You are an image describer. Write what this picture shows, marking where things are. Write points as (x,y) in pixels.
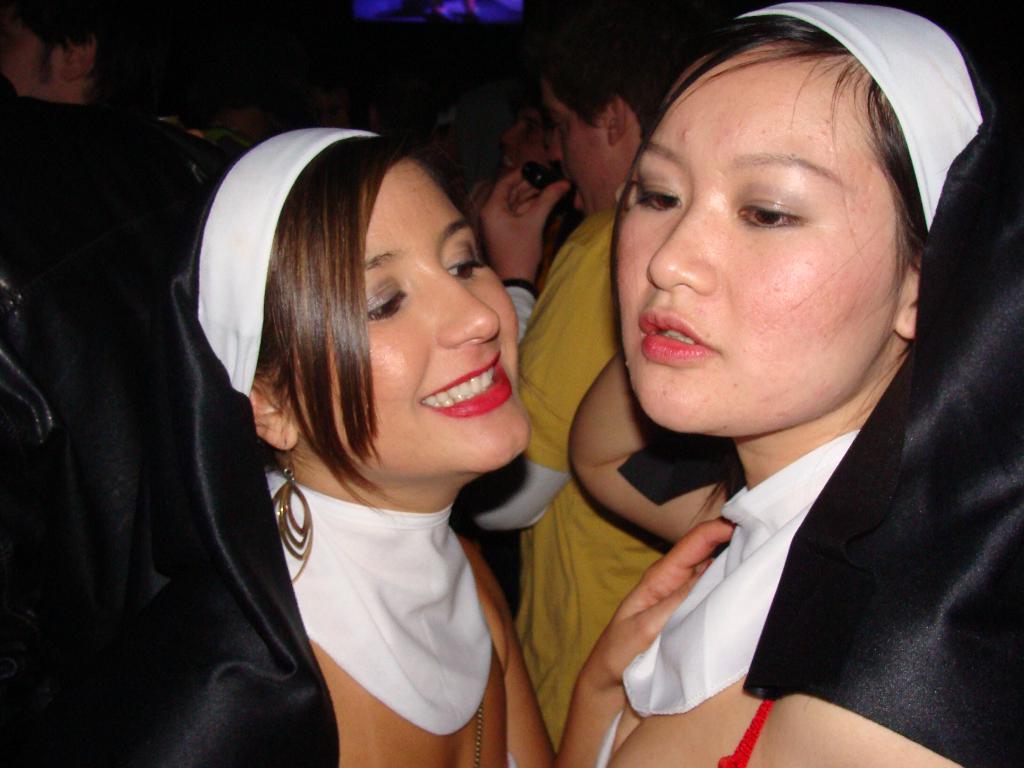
In this picture we can see some people (543,204) are standing, a woman (472,361) in the front (477,412) is smiling, there is a dark background (454,48).
